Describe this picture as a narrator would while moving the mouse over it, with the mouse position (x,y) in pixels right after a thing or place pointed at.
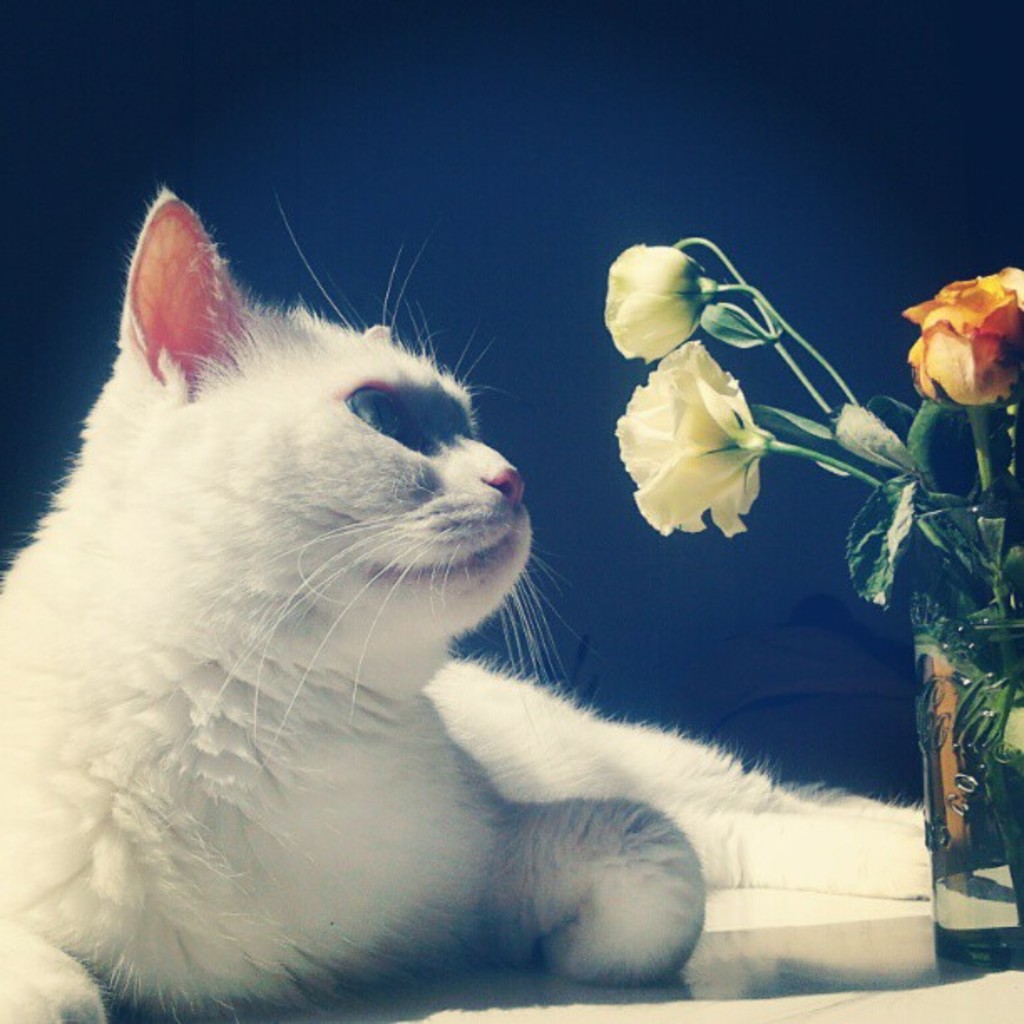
In this image there is a cat (254,689) lying on the floor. In front of it there is a glass (966,745). In the glass (955,654) there are rose flowers (738,470).
